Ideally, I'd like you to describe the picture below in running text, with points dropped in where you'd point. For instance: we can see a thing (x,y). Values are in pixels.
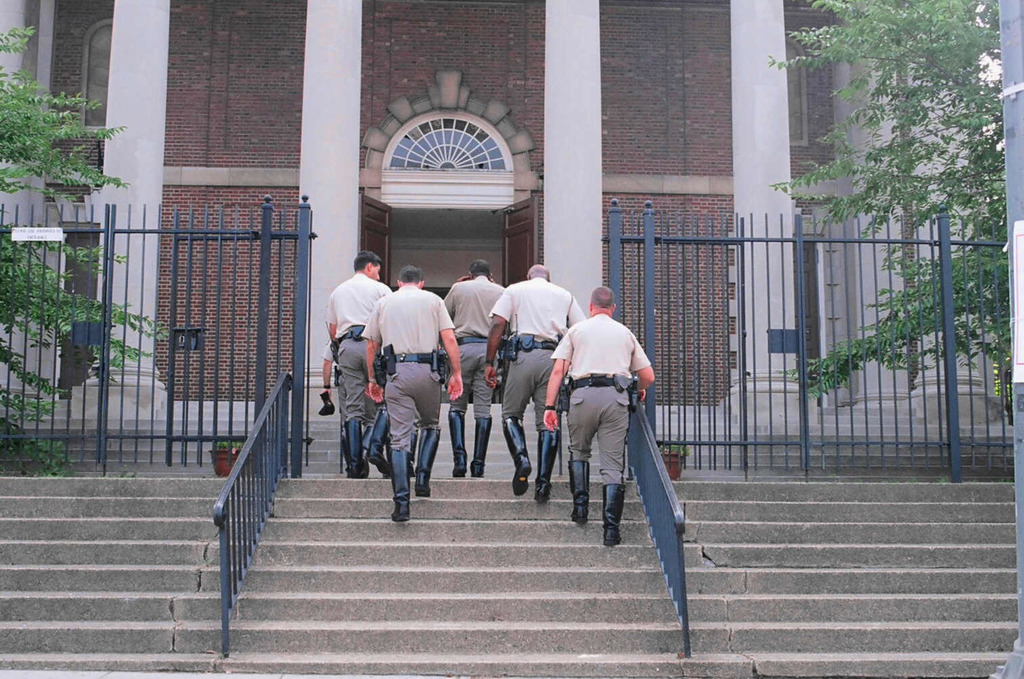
In this image there are a few people (416,422) walking on the stairs (492,455) entering inside a building (291,194), there are trees (18,449) on the either side of the stairs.
